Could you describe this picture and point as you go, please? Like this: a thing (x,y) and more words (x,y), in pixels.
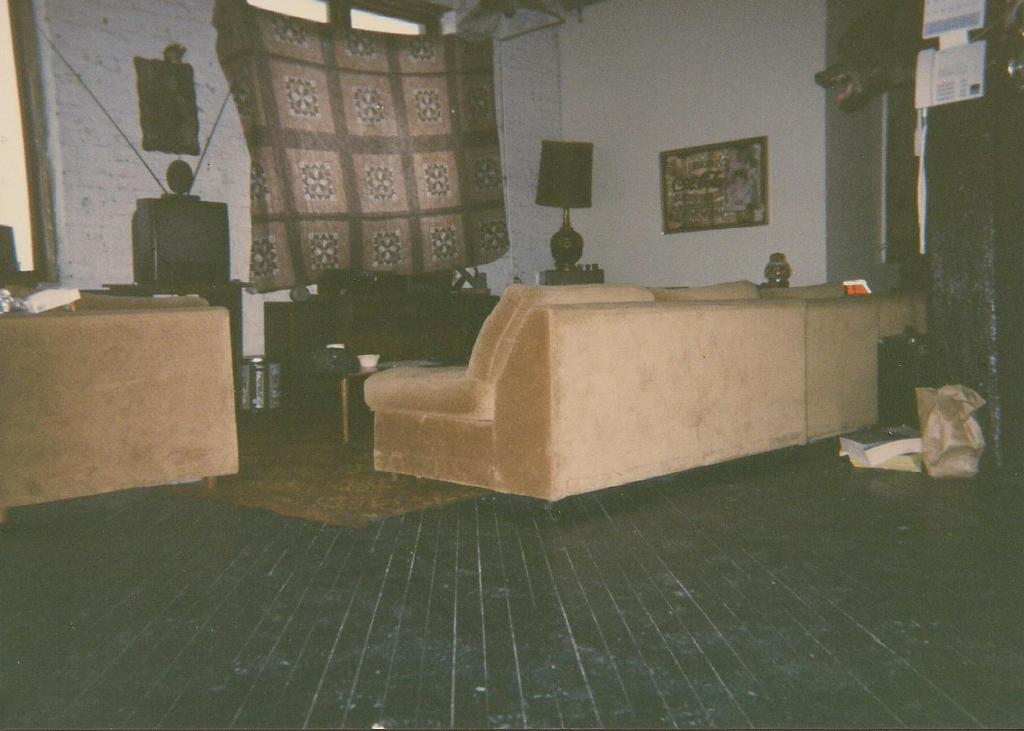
In the image there are two sofas (464,433). In front of them there is a table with objects (377,366) on it. Below the table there is a floor mat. There is a television (197,277) on the table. And also there is a table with a lamp (558,203). In the background (536,129) there is a wall (130,163) with windows (13,177) and curtains (400,117) and also there are frames (750,183). On the right corner of the image (961,117) there is an object (968,37) with few items (972,68) hanging on it. And also there is a statue (872,67) of an animal (871,89). And on the floor (923,482) there are few things (938,466).
